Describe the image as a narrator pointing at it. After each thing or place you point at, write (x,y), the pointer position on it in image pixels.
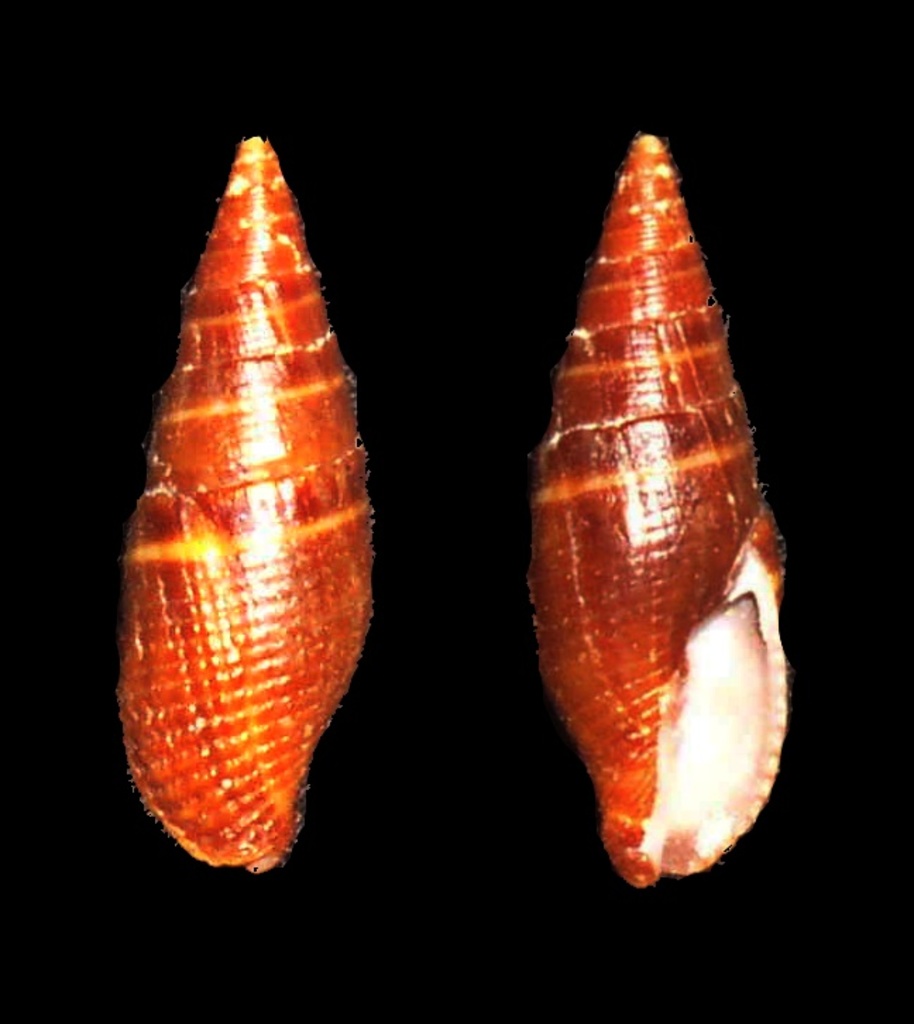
As we can see in the image there are orange color shells (265,572).
